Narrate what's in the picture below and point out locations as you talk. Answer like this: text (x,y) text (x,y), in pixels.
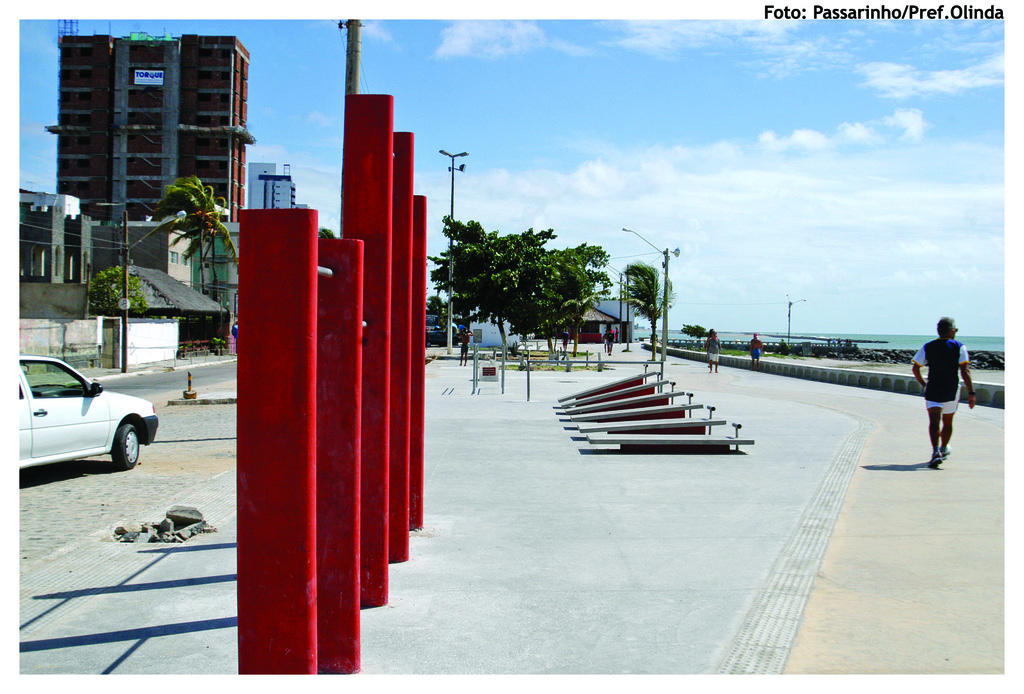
In the foreground (295,539) I can see fence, metal rods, grass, group of people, trees (655,275) and vehicles (99,393) on the road (831,385). In the background (165,305) I can see buildings (167,303), wires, poles (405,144), water (873,345) and the sky (603,133). This image is taken may be on the road (858,570).
